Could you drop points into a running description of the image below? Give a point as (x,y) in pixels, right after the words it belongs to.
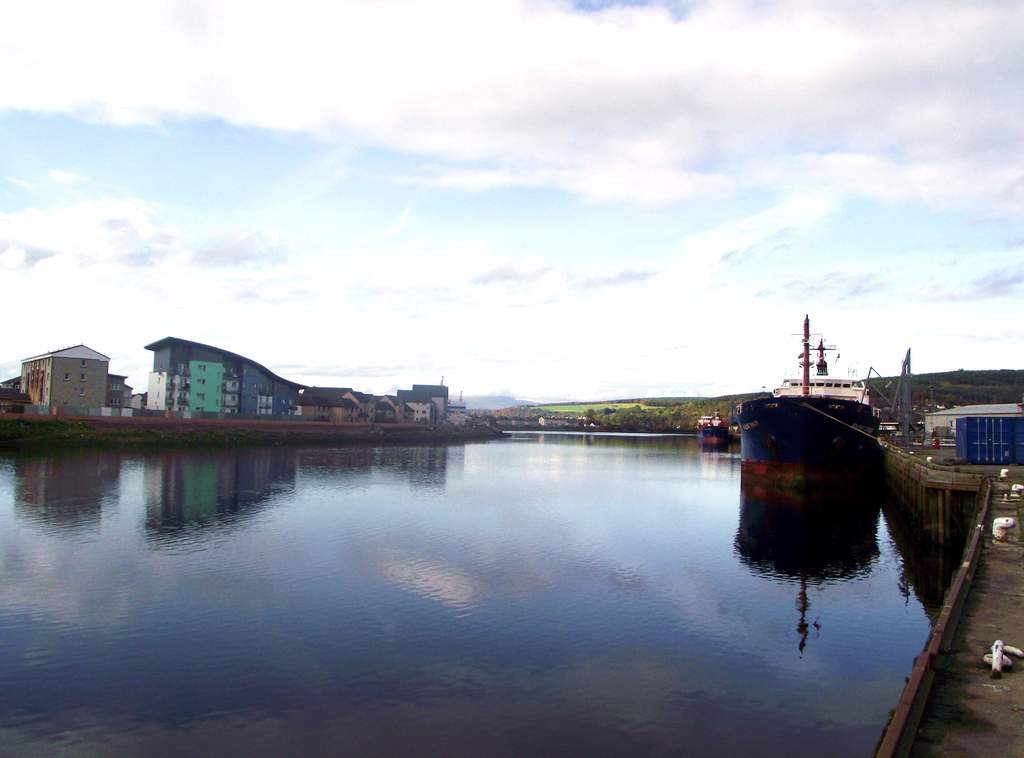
In the picture we can see a water (397,611) around it, we can see a path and in the water (552,560) we can see two boats (835,470) with poles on it and far away from it, we can see some house buildings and besides we can see trees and plants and in the background (19,98) we can see a sky (238,178) with clouds (316,310).
